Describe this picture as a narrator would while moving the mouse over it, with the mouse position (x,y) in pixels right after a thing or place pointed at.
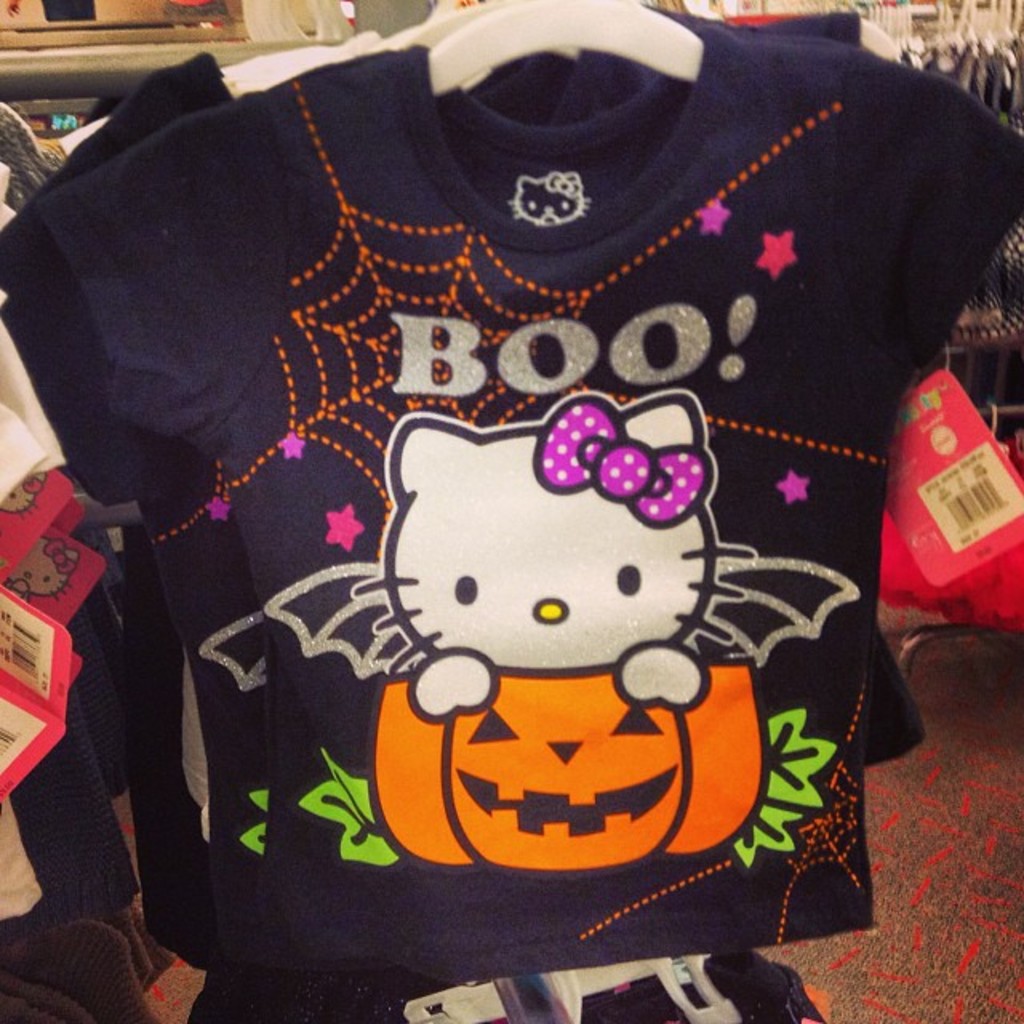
In this image we can see so many dresses (353,936) hanged to the hangers (463,27) and hangers (252,10) are on the stand (121,94). Rate cards (928,480) are hanged to the dresses (867,466) and carpet (905,921) on the floor (894,968).
